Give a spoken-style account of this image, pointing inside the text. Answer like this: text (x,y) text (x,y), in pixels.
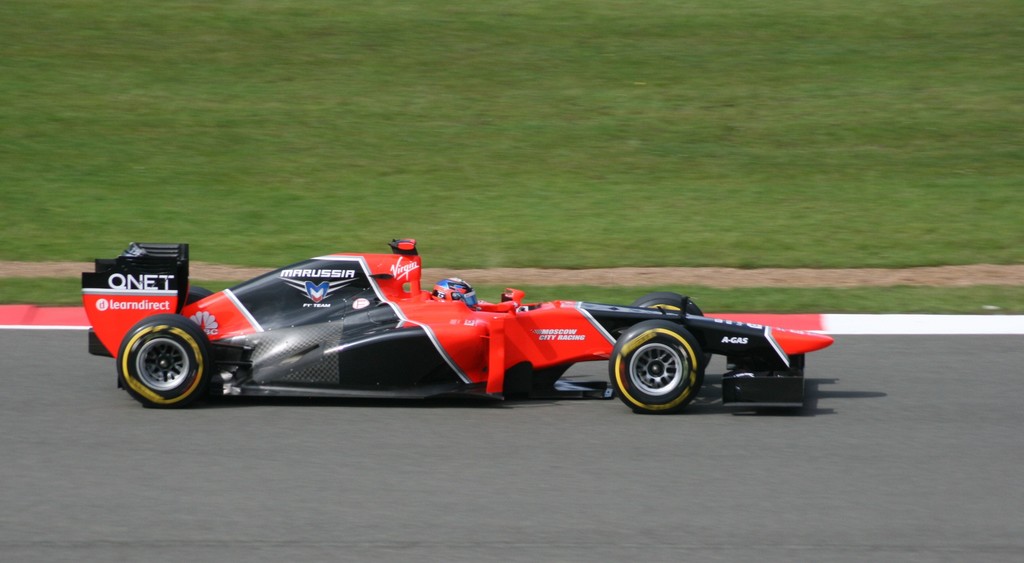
In this picture there is a person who is riding a car (614,368). He is wearing helmet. At the top (743,21) we can see the grass (454,193). At the bottom (433,484) there is a road (382,500).
